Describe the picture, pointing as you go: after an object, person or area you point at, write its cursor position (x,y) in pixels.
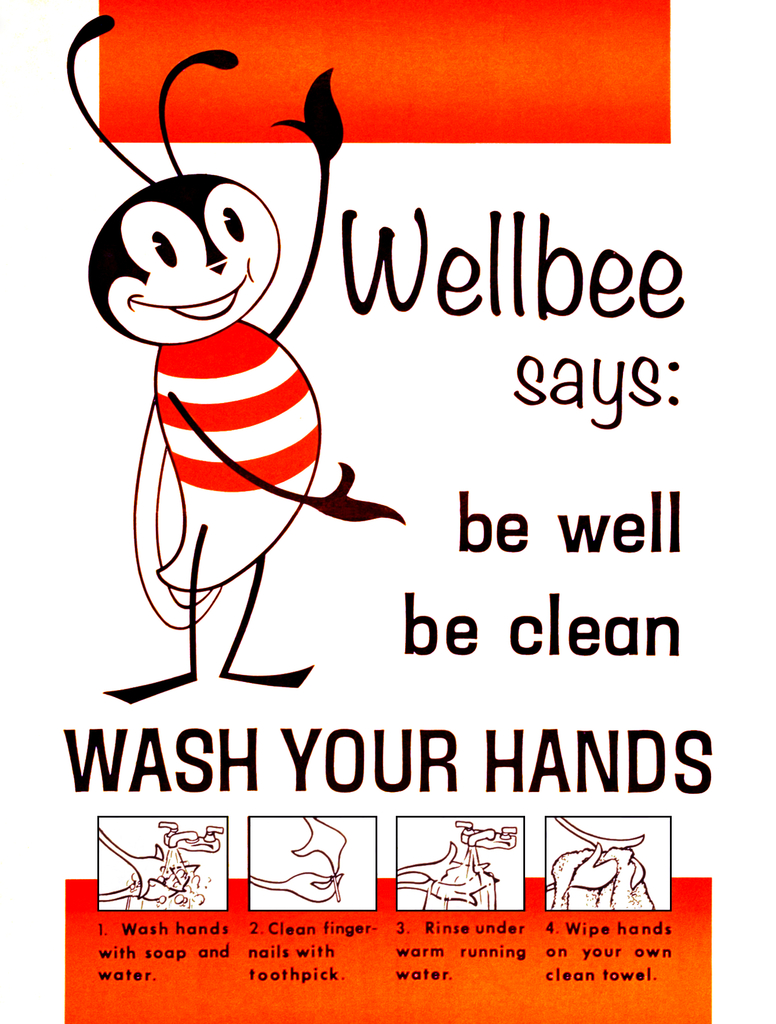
This is a cartoon image where I can see an insect (231,525) and some other things (178,832). I can also see something written on the image.
